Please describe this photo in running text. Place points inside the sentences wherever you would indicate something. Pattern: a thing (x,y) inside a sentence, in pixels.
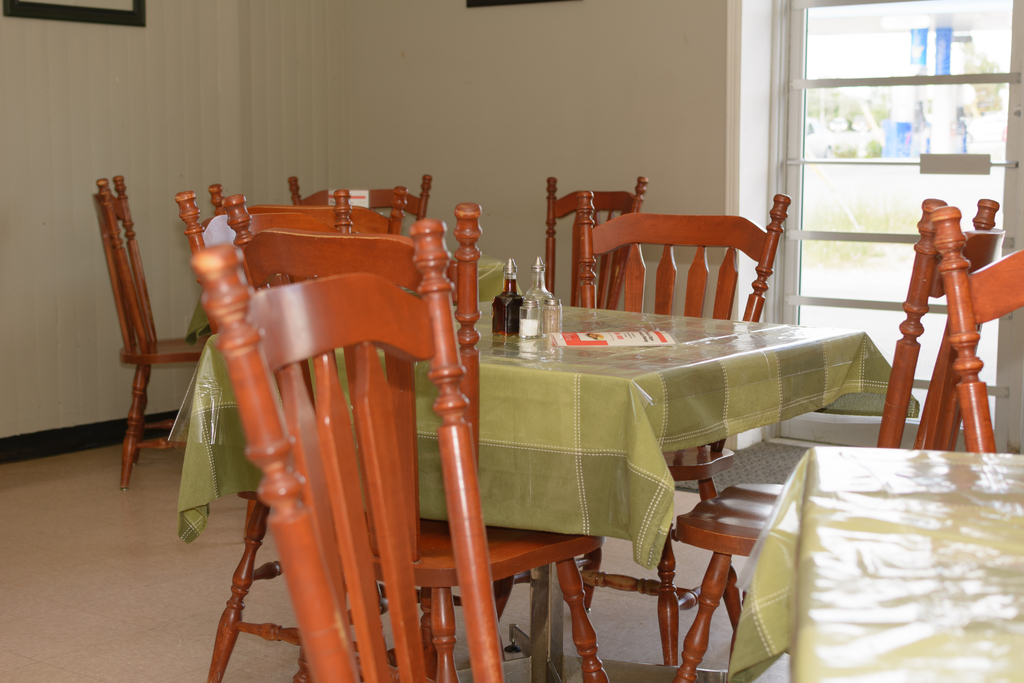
In this picture I can see the tables (559,347) and chairs (249,382) and on this table (501,362) I see 2 bottles (510,297) and I see the floor (90,656). In the background (395,40) I see the wall (485,179) and I see the window (801,221) on the right side (856,193).
